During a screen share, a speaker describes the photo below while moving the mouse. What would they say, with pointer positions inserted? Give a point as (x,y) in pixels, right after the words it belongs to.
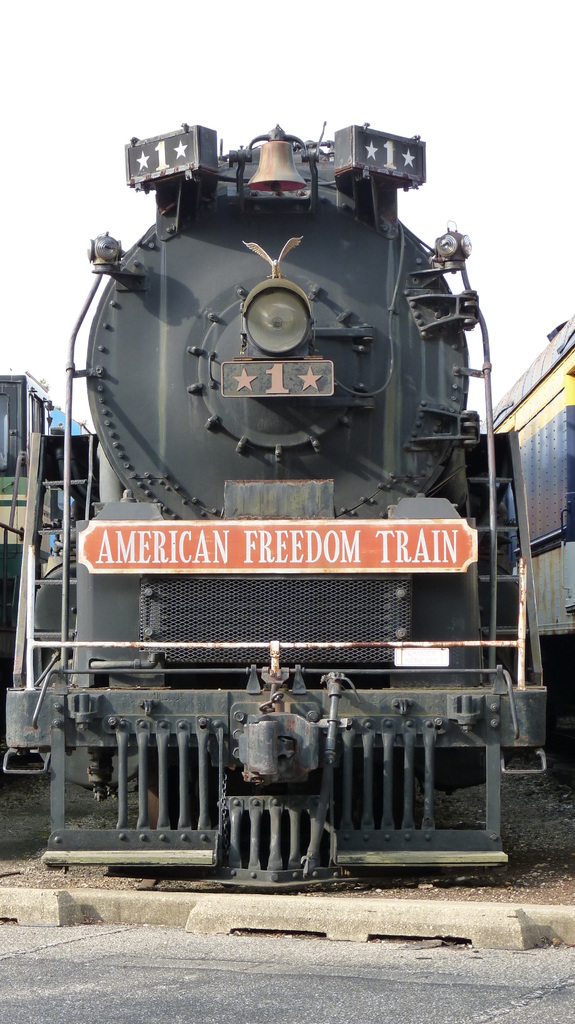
In this image we can see a train (224,823) and there is a board (466,563) with text (452,551) and at the top (286,171) we can see a train bell (261,167).
